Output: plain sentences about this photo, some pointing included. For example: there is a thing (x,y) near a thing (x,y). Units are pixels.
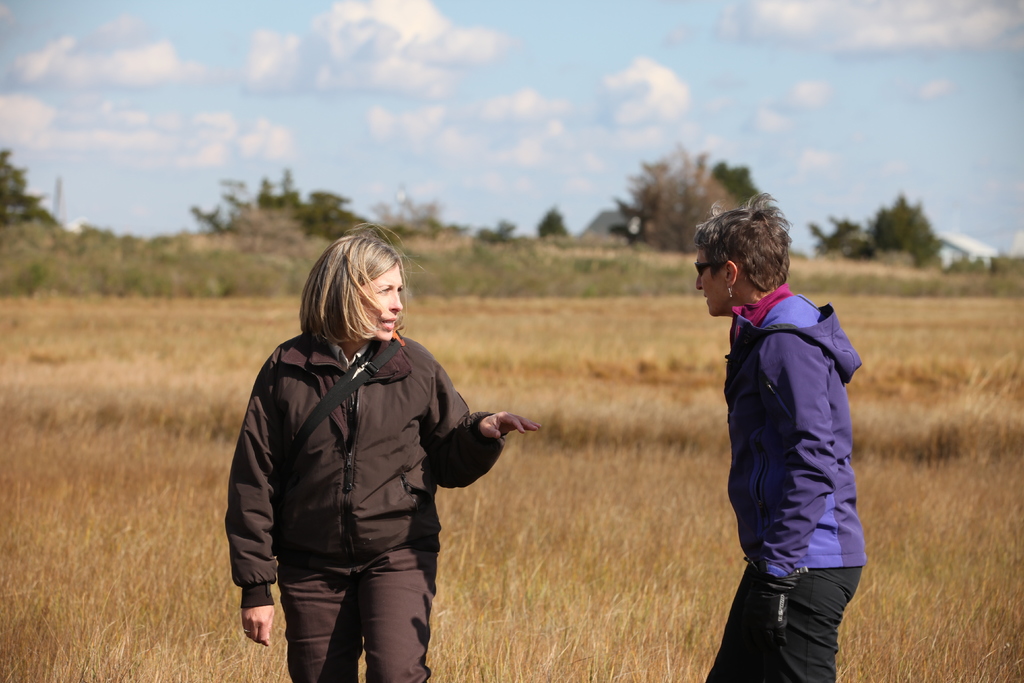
In this image in the foreground (337,416) there are two woman (357,562) who are standing, and they are talking. At the bottom (159,578) there are some plants (621,272) and in the background (3,208) there are some trees (907,238) and houses (961,243), on the top of the image (405,50) there is sky (788,60).
